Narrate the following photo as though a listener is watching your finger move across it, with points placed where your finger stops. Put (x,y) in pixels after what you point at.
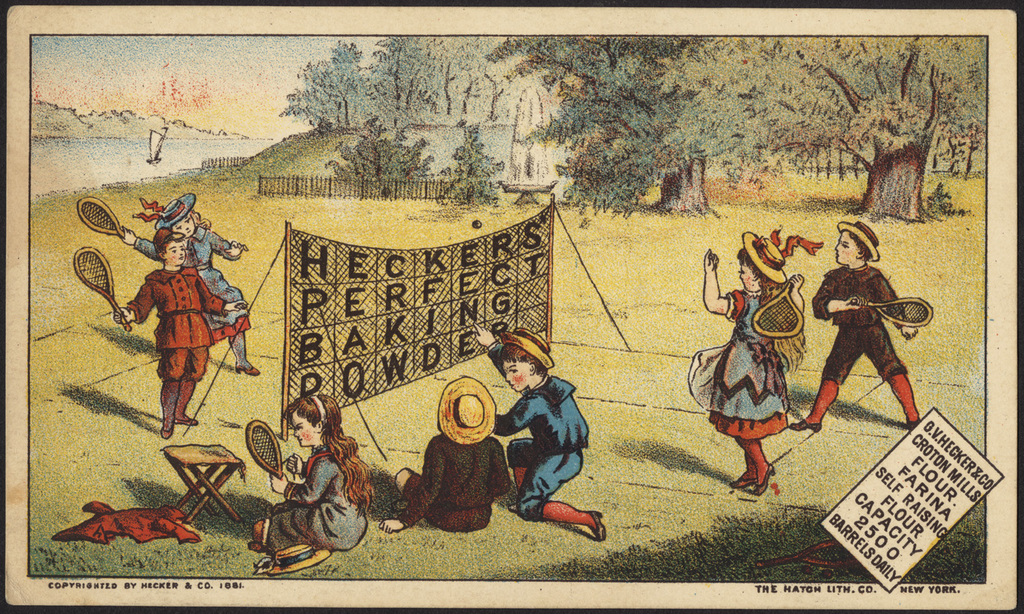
This image is a photo. In this photo we can see people (231,330) playing tennis. In the center (498,235) there is a ball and a net (386,315). At the bottom (275,534) we can see people (437,455) sitting. On the left (186,533) there is a chair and a cloth (125,521). In the background (235,158) there are trees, fence (373,188), water (145,165), boat (153,160), hill (129,134) and sky (149,108).
